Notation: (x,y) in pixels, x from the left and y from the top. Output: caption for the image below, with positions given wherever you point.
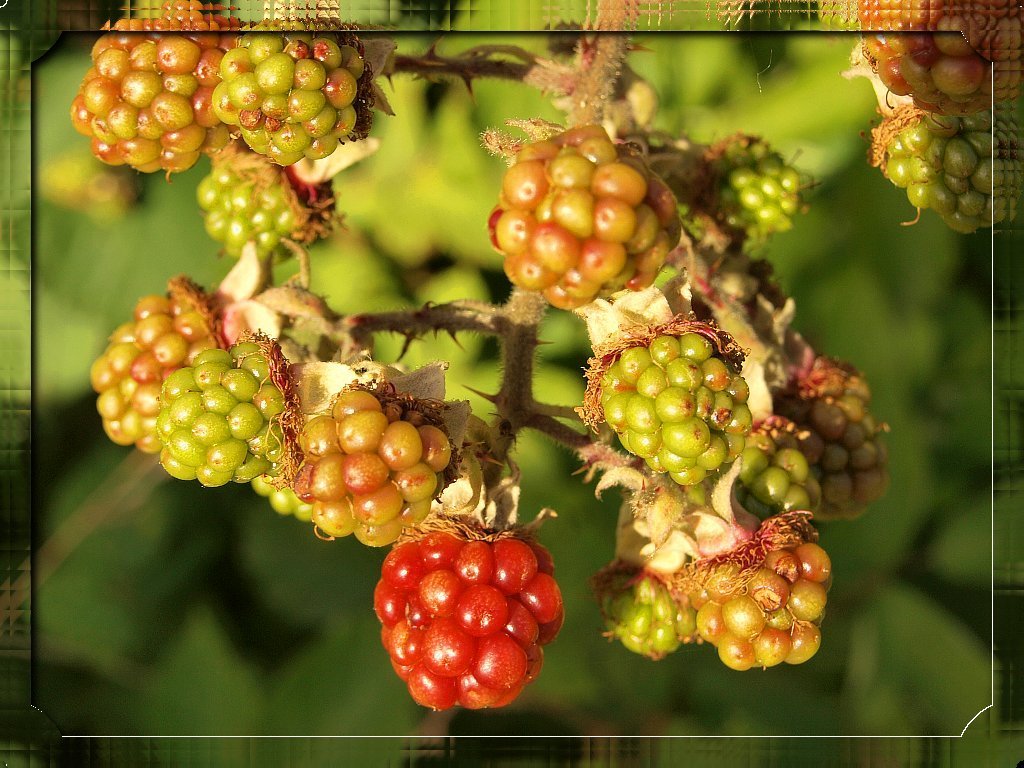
In the image to the stem (525,391) there are few berries (508,589) hanging. And the berries (664,423) are in red, green and light reddish color berries (677,392) are hanging. In the background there is a green color blur image (84,256).
